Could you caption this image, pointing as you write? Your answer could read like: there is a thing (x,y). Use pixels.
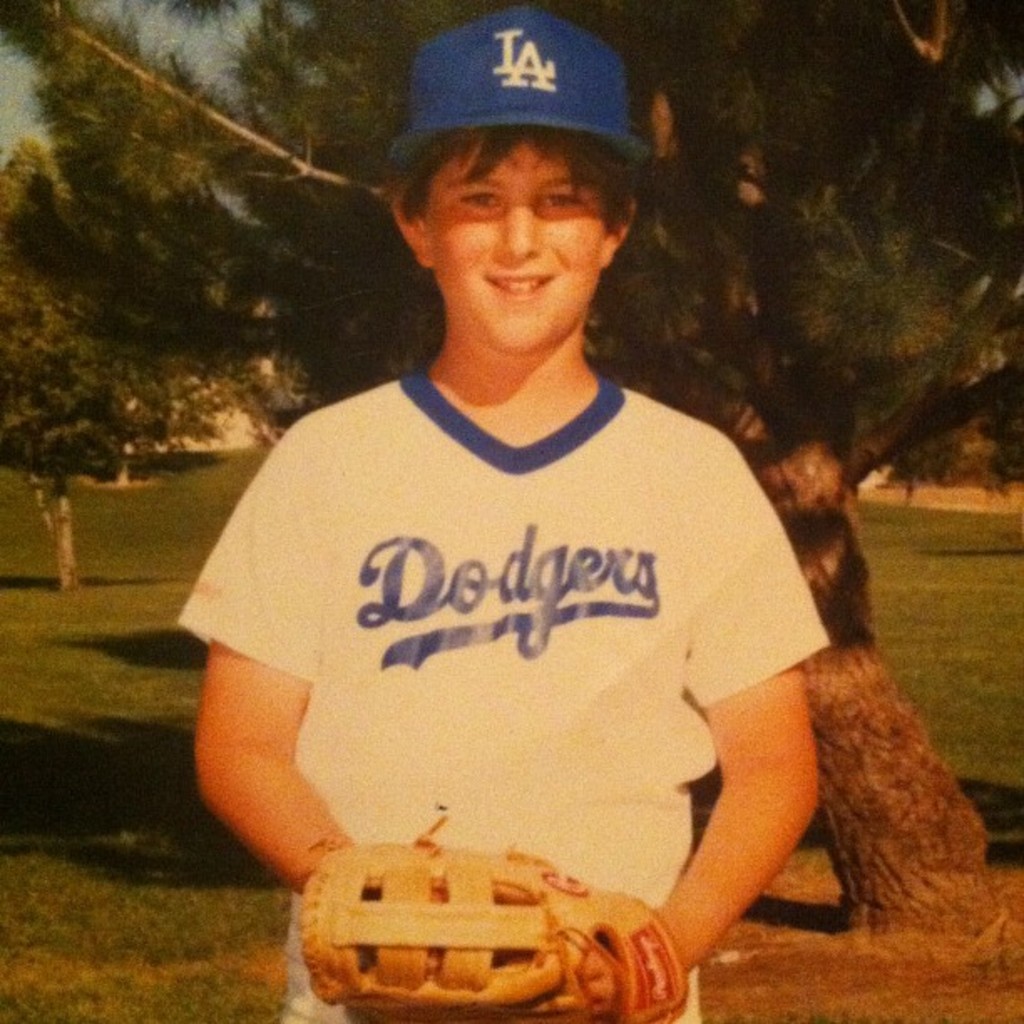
In this image there is a person (435,418) standing, he is wearing gloves (545,940), he is wearing a cap (491,114), he is truncated towards the bottom of the image (497,729), there are trees (851,297) truncated towards the top of the image (812,87), there are trees (43,230) truncated towards the left (62,317), the image, there are trees (849,389) truncated towards the right of the image (976,413), there is the grass (148,538) truncated, there is the sky (195,48).
